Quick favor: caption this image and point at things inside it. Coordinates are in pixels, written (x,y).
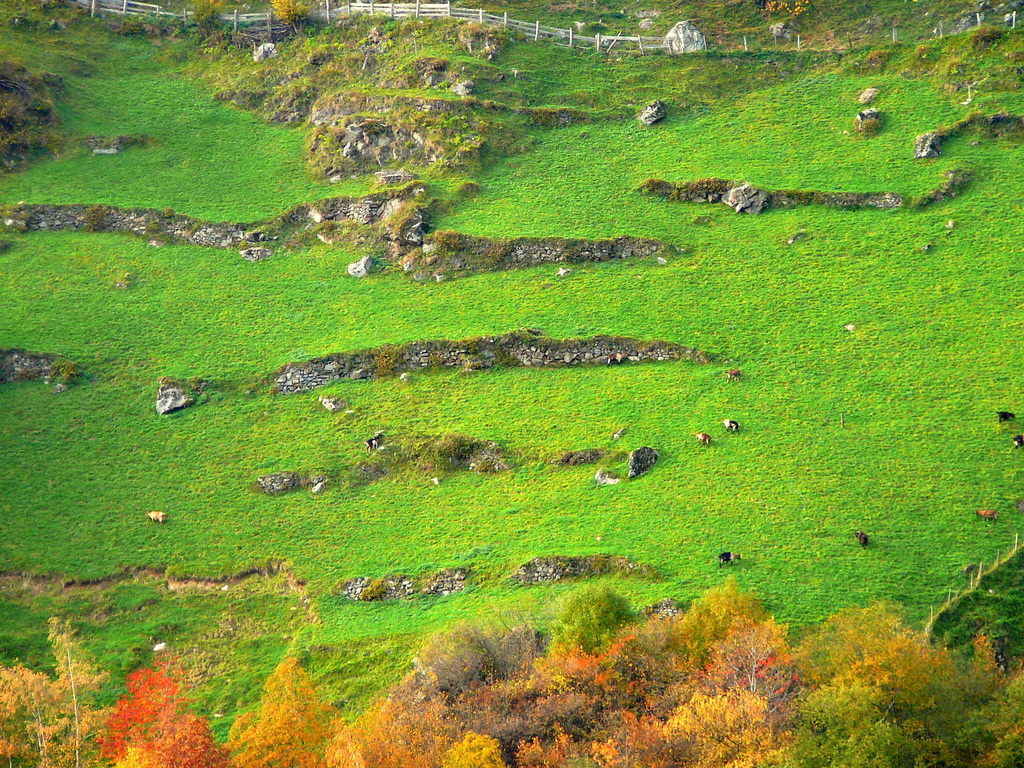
In this picture we can see a few plants (377,717) at the bottom of the picture (949,742). We can see some grass (367,340), stones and a few dry leaves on the ground (449,174). There is some fencing (531,23) visible in the background (156,8).
